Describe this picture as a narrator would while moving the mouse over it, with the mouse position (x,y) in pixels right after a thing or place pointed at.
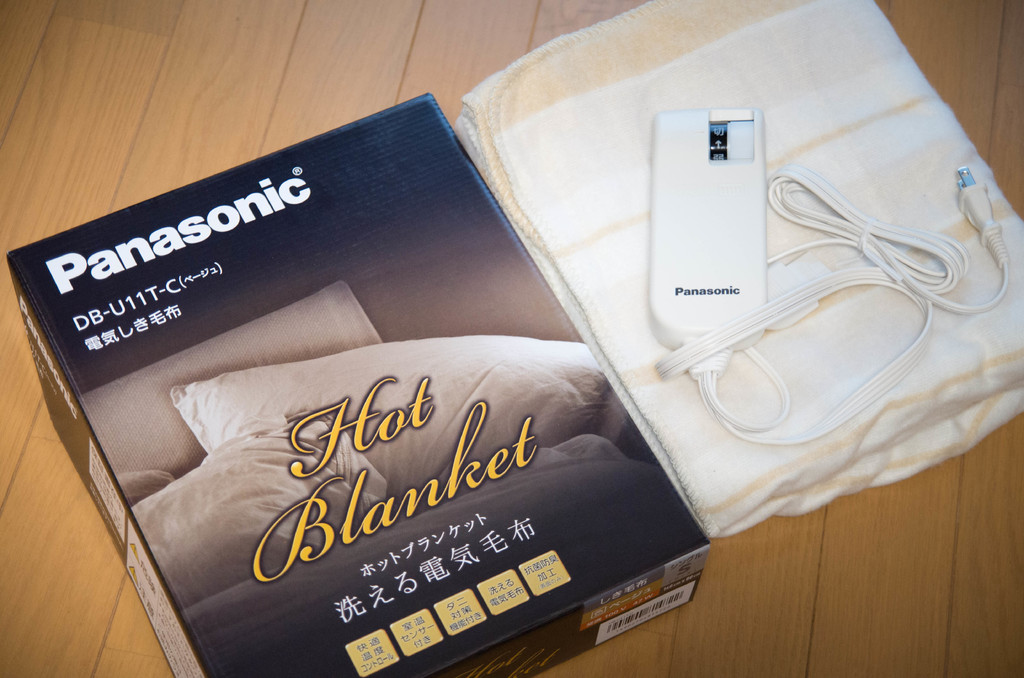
In this image in front (336,660) there is a box (456,317). Beside the box (429,165) there is a blanket (823,97). On top of it there is an electronic equipment (856,229) which was placed on the table (244,102).
